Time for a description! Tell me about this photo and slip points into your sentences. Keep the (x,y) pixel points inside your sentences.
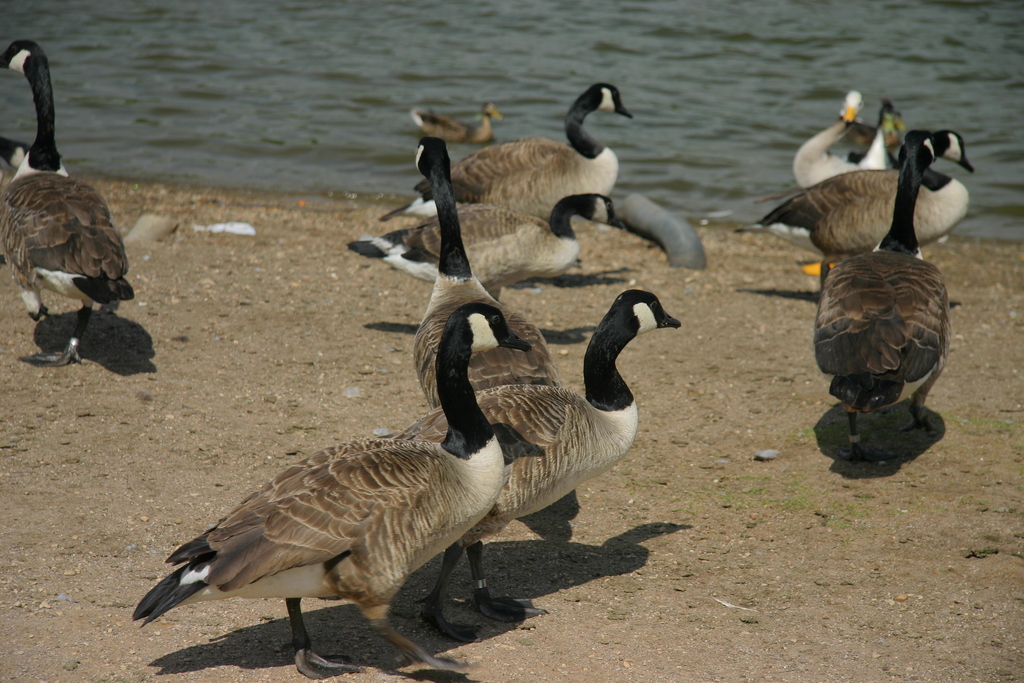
In this image in the front (861,273) there are birds (561,241). In the background (573,44) there is water (702,58).
